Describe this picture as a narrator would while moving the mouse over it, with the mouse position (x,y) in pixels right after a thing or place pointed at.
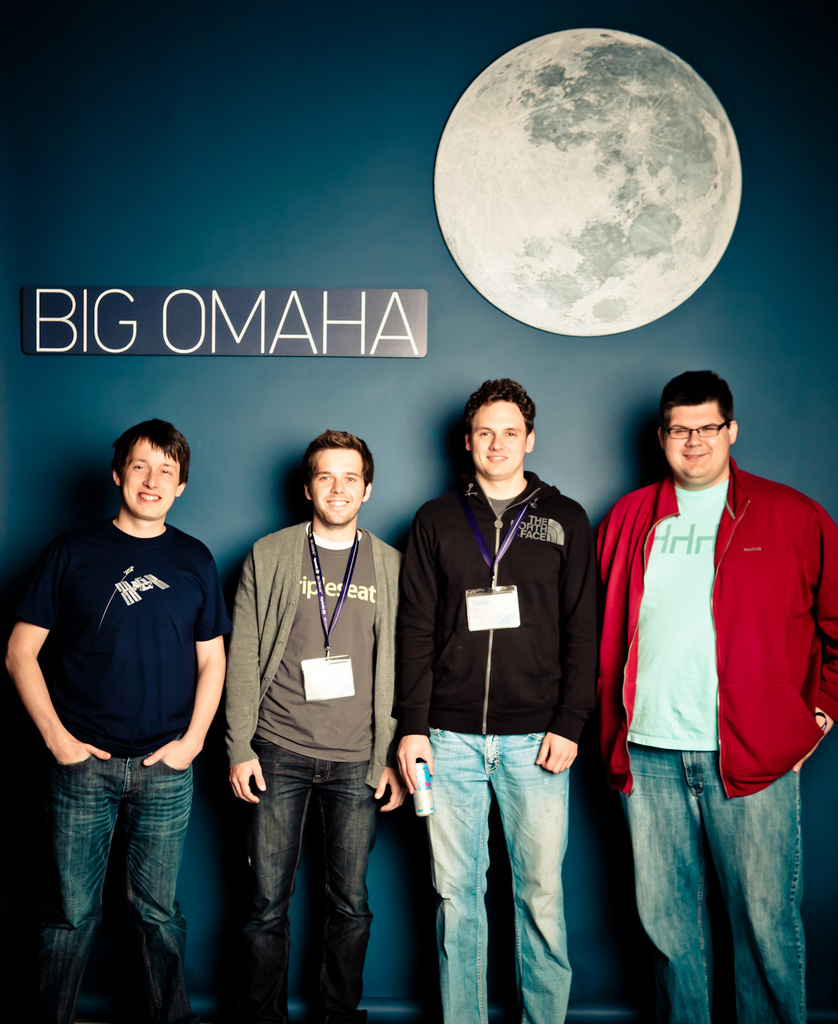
In this image we can see four persons (373,611) standing and smiling and out of four persons (456,773), two persons (270,684) are wearing the identity cards (513,597) and one person (467,802) is holding the drink tin (425,796). In the background (273,253) we can see a plain colored wall (668,372) and there is a text board (392,308) and also the depiction of the moon (621,157) attached to the wall (353,362).
